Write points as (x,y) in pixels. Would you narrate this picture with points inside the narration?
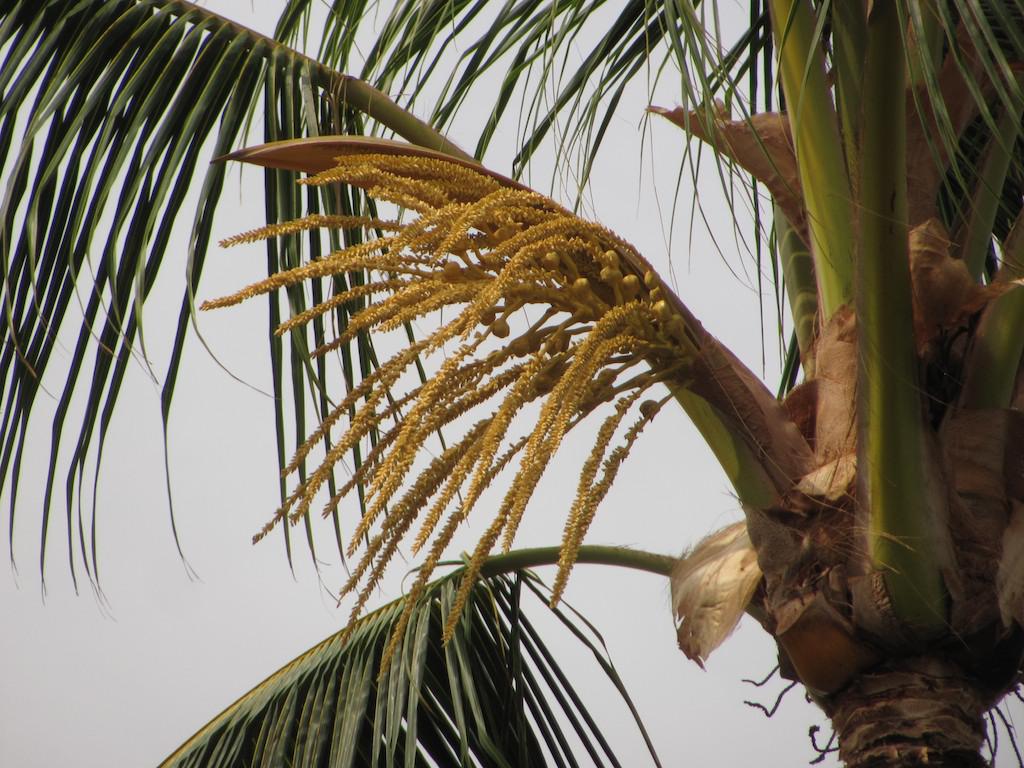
In this image in the front (827,409) there is a tree (891,368) and the sky (228,597) is cloudy.
